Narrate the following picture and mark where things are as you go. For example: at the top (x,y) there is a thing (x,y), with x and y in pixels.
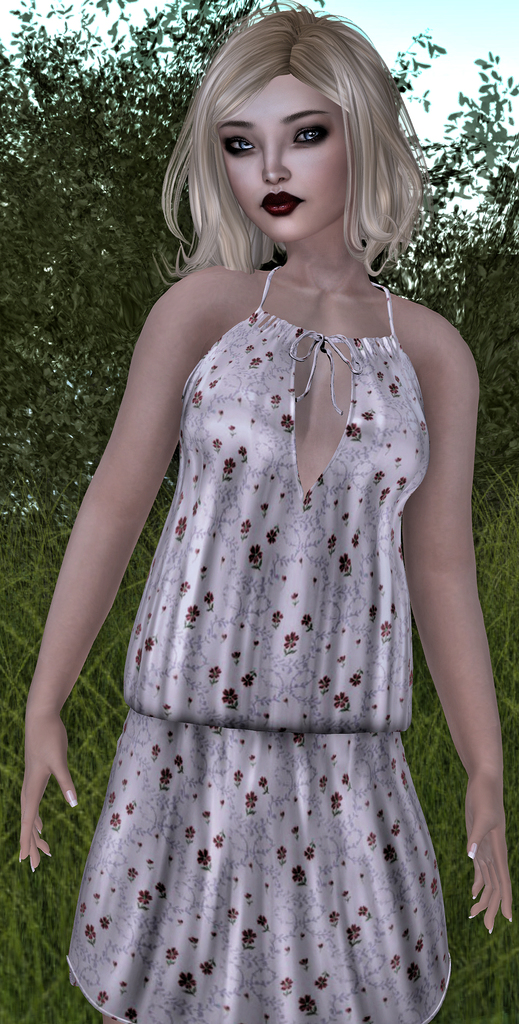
In this image, we can see depiction of a person (239,439) wearing clothes (220,639). In the background (30,297), we can see some trees (493,279) and grass (57,574).
